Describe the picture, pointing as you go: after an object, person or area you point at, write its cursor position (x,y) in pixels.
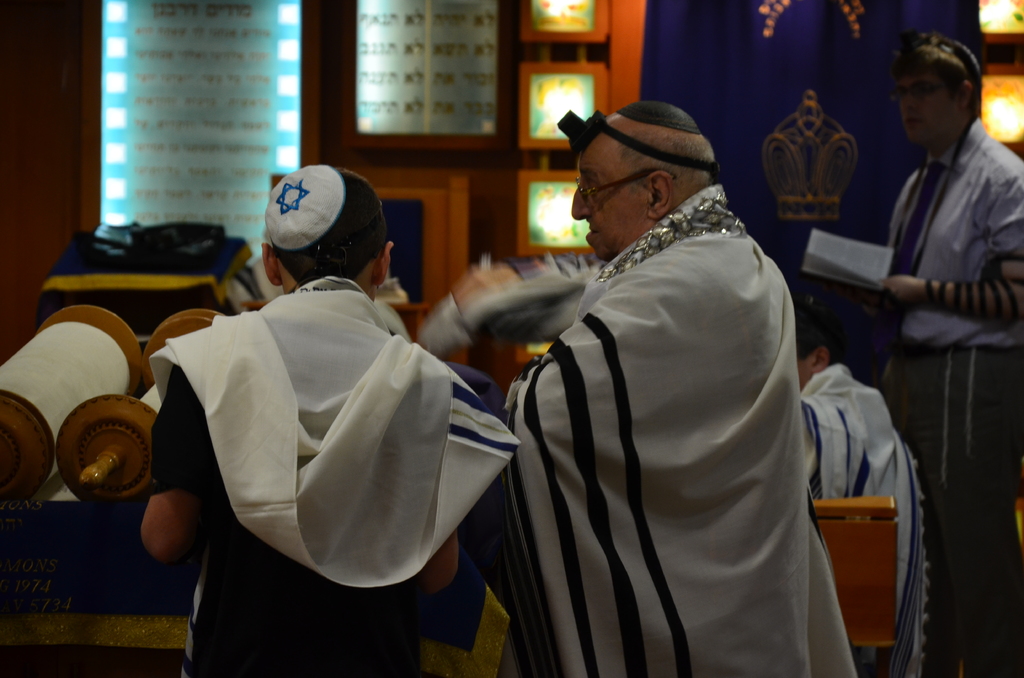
In this picture we can observe two persons (343,385) wearing white color clothes (569,405). One of them is wearing a white color cap (304,196) on his head (333,239). On the left side (88,361) we can observe a Torah scroll (26,437). In the background (708,48) we can observe blue color cloth (786,123) and lights (126,123) here.
